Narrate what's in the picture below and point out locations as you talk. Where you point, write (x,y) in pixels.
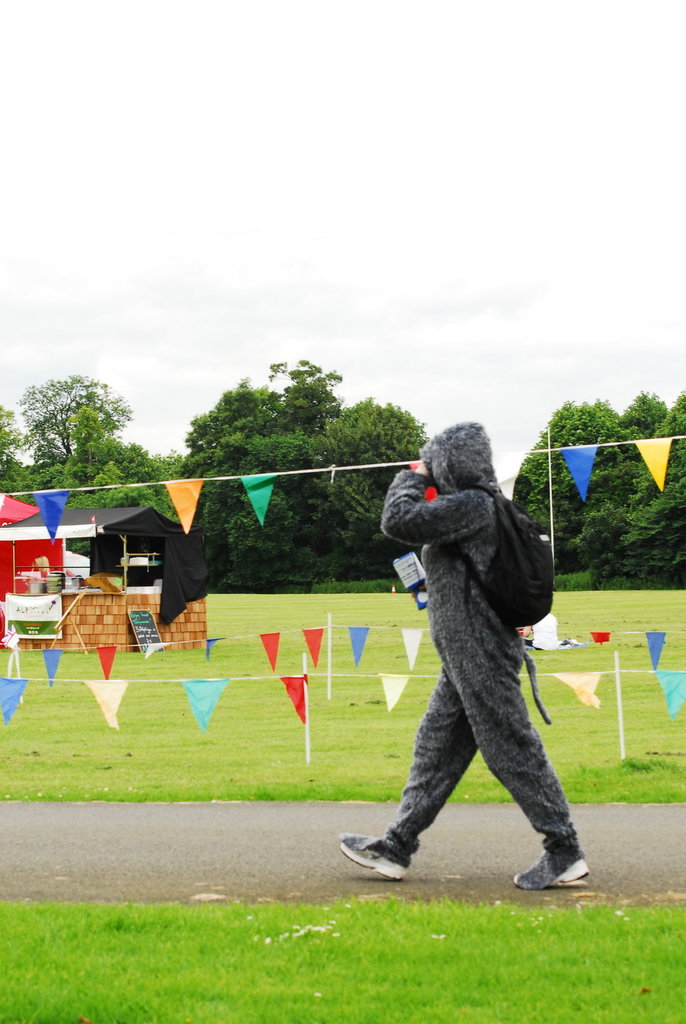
In this picture in the front (395,940) there is grass (448,975) on the ground (475,958) and in the center (451,558) there is a person (502,705) walking on the road (346,815) wearing a black colour bag (525,602) along with him and there are papers (162,646) hanging. In the background (97,585) there is a stall (114,583) and there are trees (685,498).
